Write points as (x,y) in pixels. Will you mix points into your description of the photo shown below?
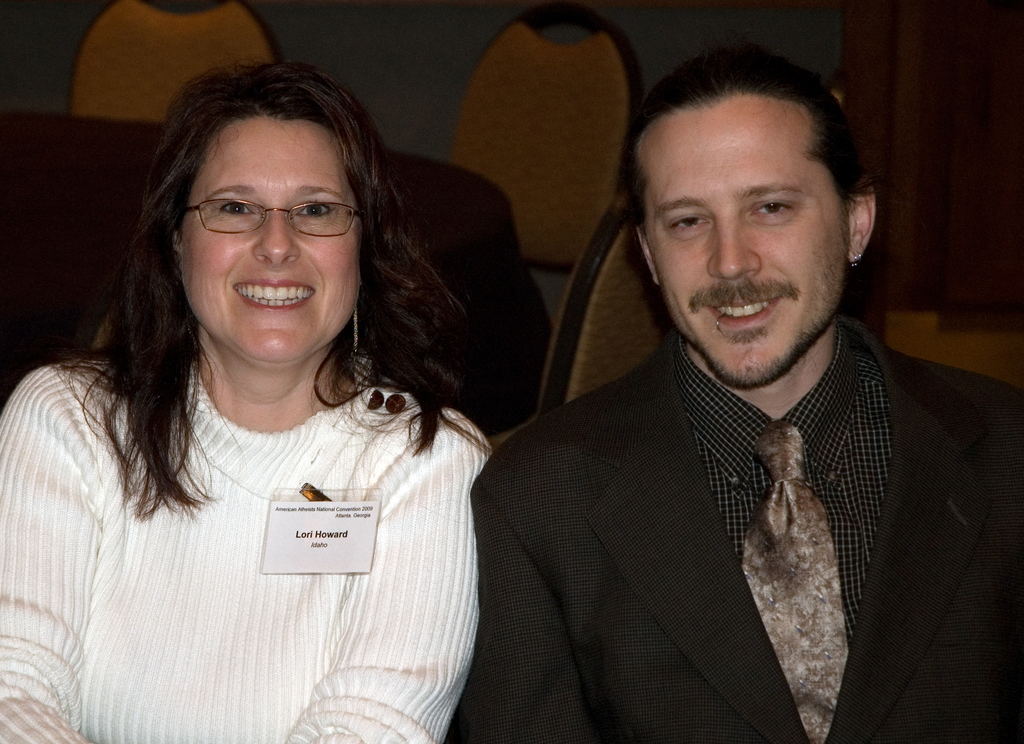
There is a man (832,554) and a woman (151,295). Woman (273,465) is wearing a specs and a badge (301,495). In the back (542,121) there are chairs (519,141).
